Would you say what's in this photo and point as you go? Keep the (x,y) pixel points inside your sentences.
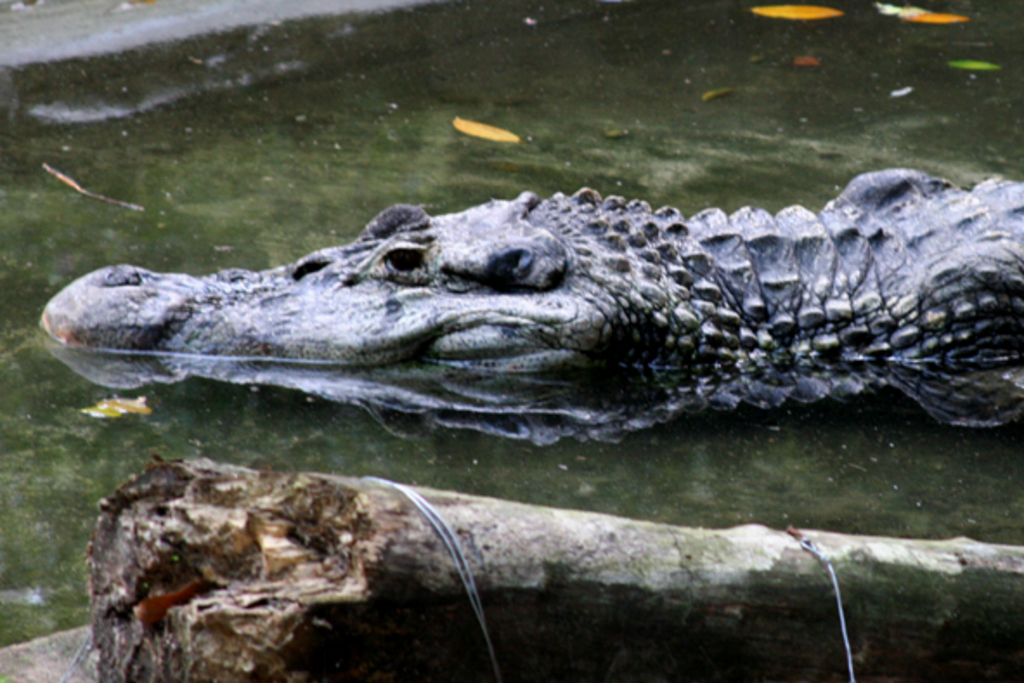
This picture shows a crocodile (687,335) in the water (187,256) and we see a tree bark (378,615) on the side.
